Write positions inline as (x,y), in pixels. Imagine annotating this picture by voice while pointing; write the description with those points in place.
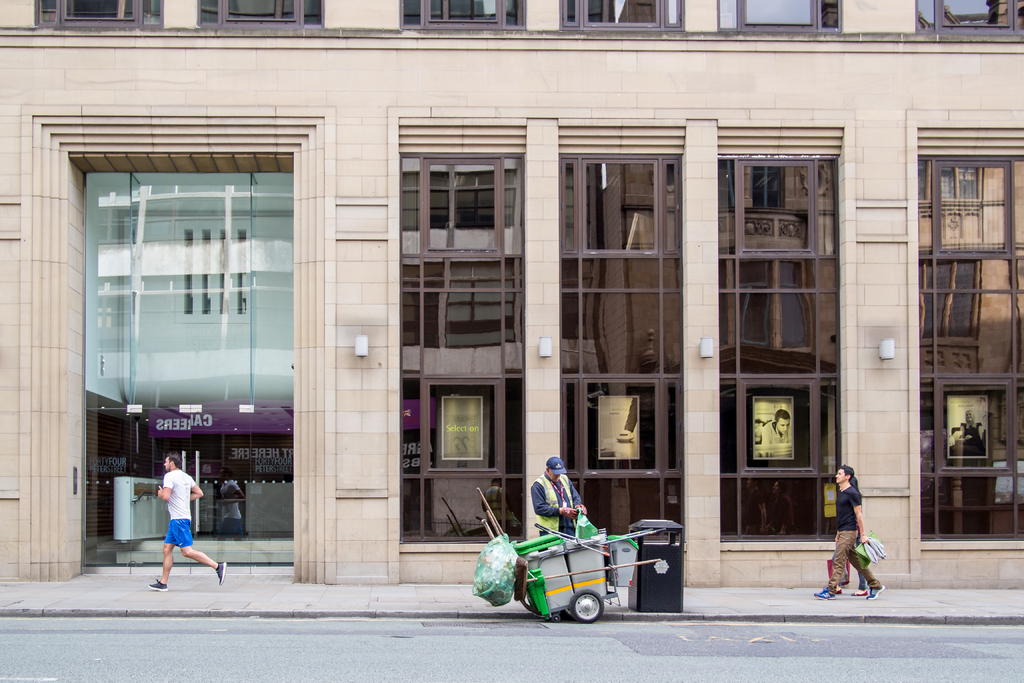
There is a person (566,523) standing near trolley (528,570) and a dustbin (677,564) on the footpath (627,599) on which, there are two persons (835,575) walking and a person (171,487) running. In the background (415,540), there is a building (849,53) which is having glass windows (147,326) and doors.
